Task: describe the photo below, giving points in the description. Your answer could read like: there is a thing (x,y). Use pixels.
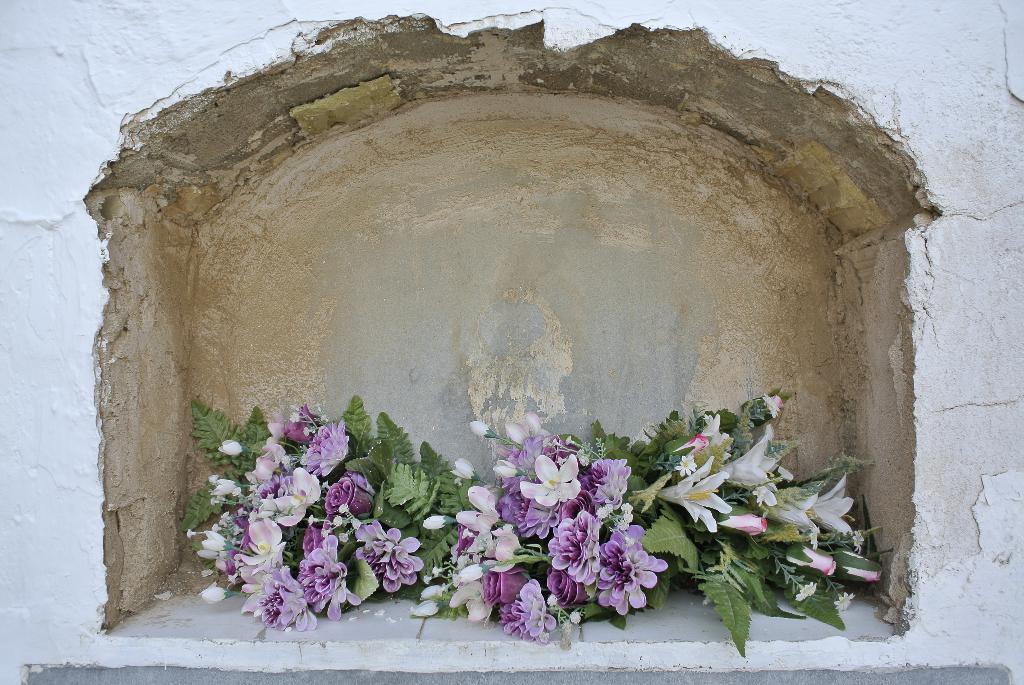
In this image we can see the wall (960,439) with shelf (676,93) and in that there are flower bouquets (474,517).
